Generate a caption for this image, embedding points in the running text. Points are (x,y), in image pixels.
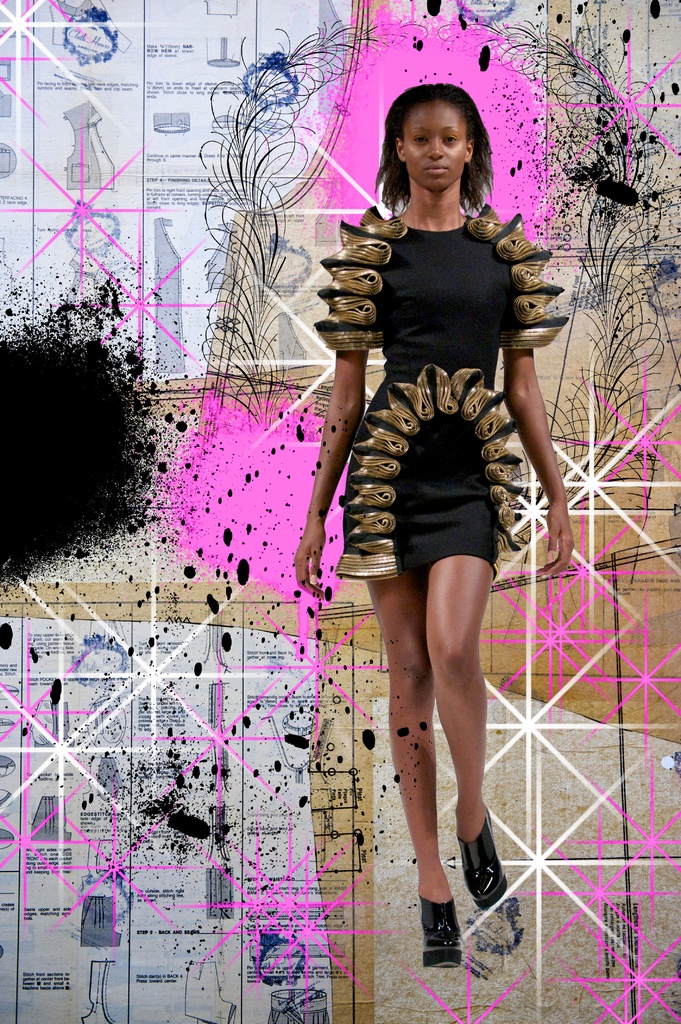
In this image we can see a lady (365,461) wearing a black dress (490,352). In the background (48,157) we can see an art (200,426) on the wall (216,791).
